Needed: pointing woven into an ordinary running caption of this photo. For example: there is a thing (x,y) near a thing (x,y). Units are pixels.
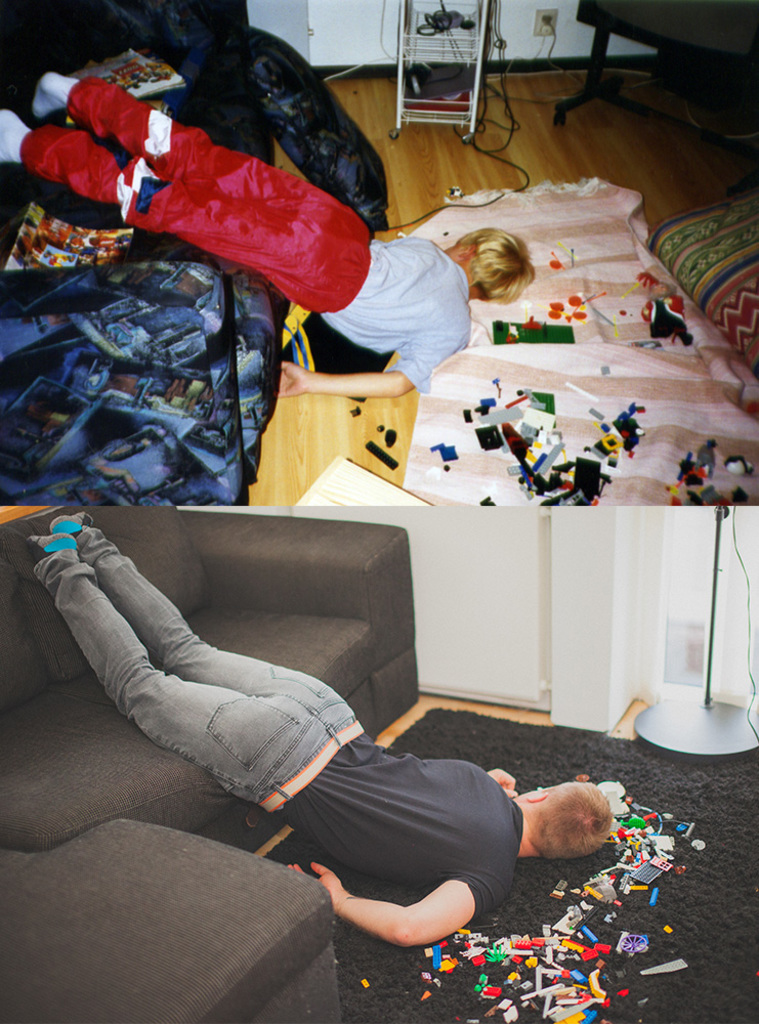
This is the collage of two pictures where there are a boy (440,285) and a man (165,605) lying vertically from the sofa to the floor (526,293) on which there are some Lego bricks (544,331).
